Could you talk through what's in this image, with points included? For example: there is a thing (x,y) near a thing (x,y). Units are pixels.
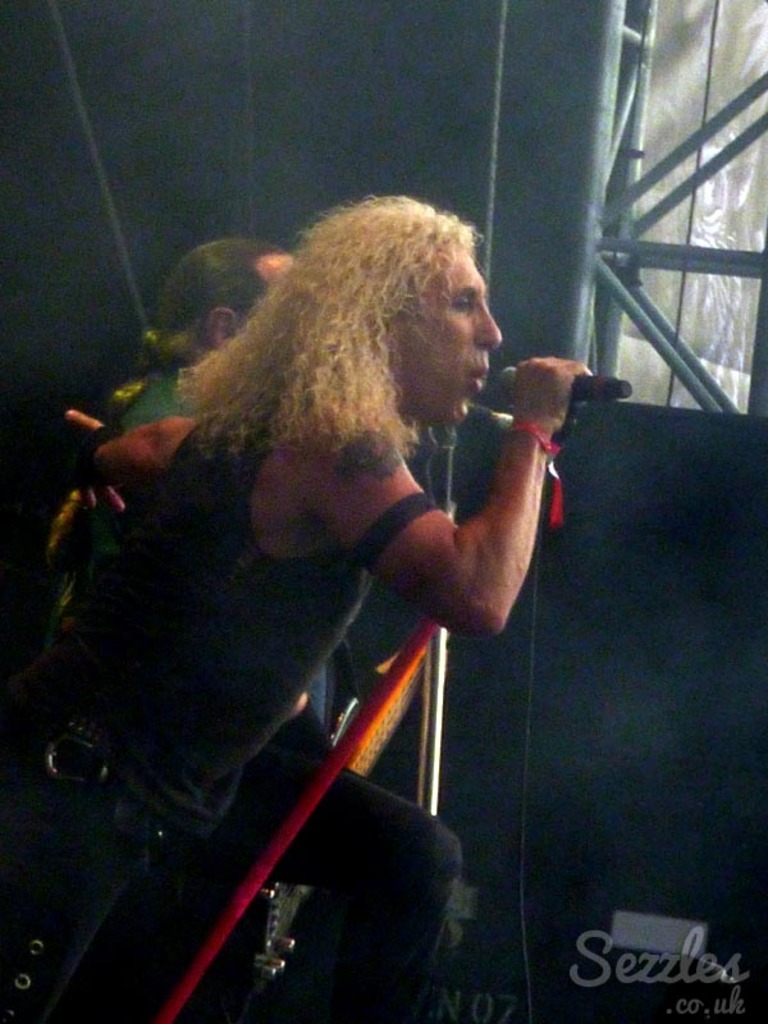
In this picture we can see two people (353,575), mic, guitar (281,931), rods (676,253), screen (706,229) and in the background (239,110) it is dark and at the bottom right corner (731,971) we can see some text (631,976).
